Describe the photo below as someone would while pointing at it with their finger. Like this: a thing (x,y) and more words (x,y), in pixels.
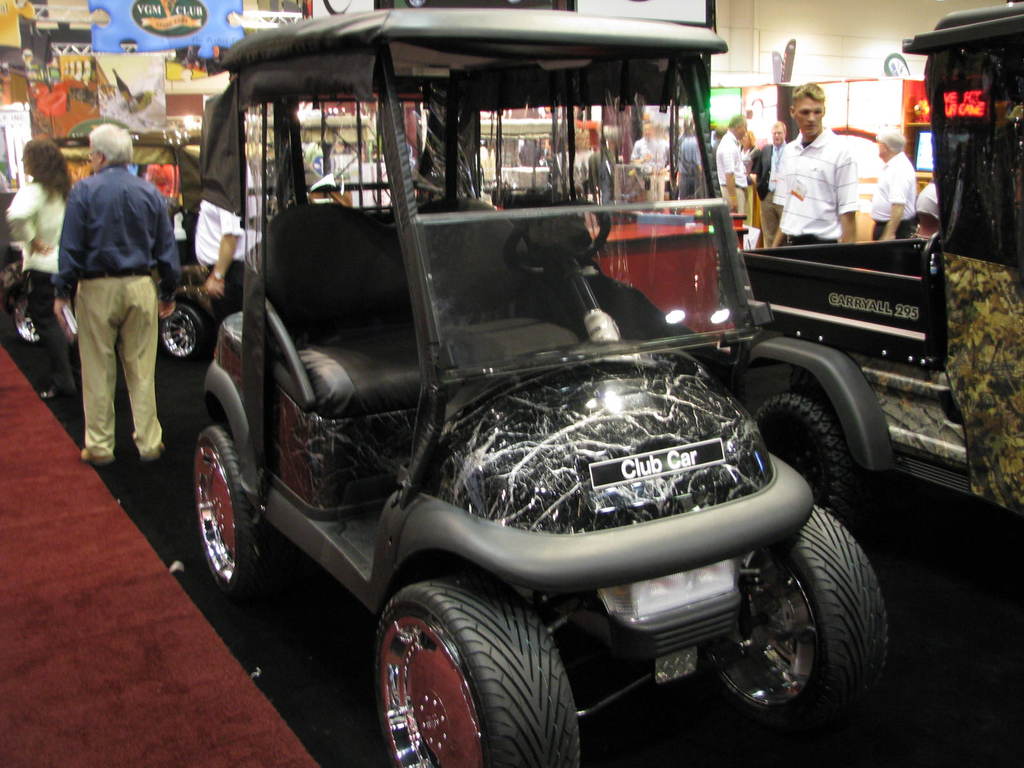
In this picture we can see a few vehicles (553,299) and some people (737,171). There are a few objects (829,83) visible in the background (896,121).
